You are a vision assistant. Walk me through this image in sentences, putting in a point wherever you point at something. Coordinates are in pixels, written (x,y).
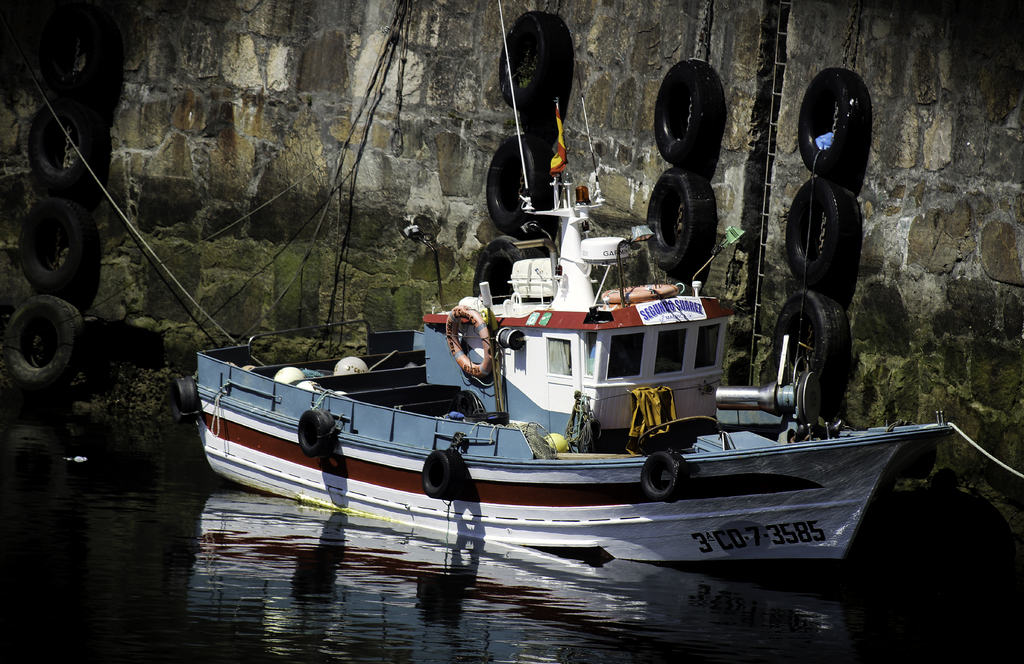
At the bottom (377,572) there is a water body (564,562). In the middle (435,354) there is a boat (413,386). At the top (478,76) we can see tyres (520,172) and wall (356,141).
